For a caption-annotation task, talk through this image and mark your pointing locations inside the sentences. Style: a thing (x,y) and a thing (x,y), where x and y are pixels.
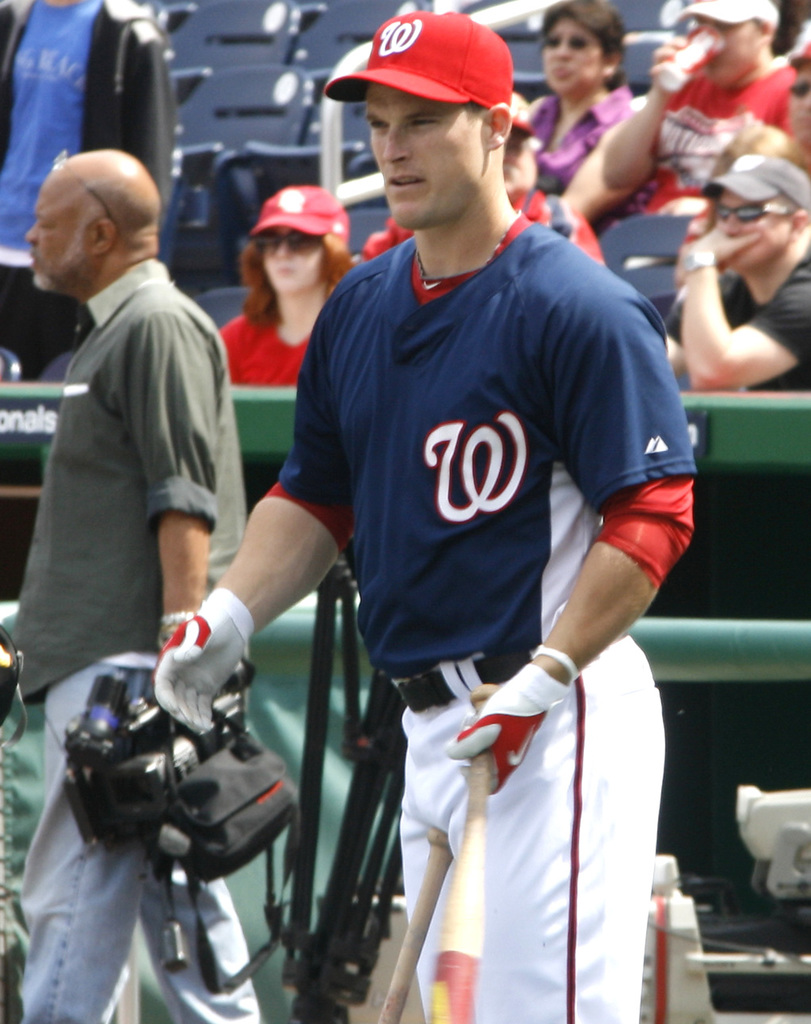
In the picture I can see people (474,411) among them two men (312,427) in the front (302,416) are holding some objects (456,983) in hands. In the background (357,211) I can see chairs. The background of the image (10,317) is blurred.
